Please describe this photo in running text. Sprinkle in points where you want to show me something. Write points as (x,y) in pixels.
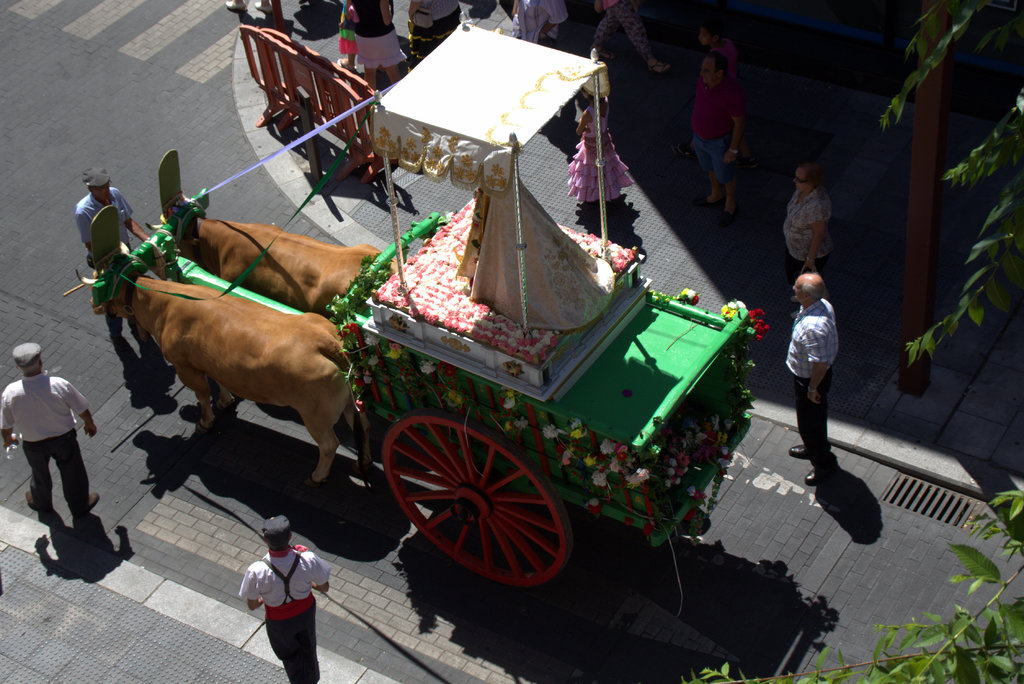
In the picture I can see the top view in which we can see the animal cart (322,473) which is moving on the road (405,578). Here we can see these people (18,410) are standing on the road (24,271), we can see trees (908,367), road barriers (286,69), these people (805,170) walking on the sidewalk (864,146) and this part of the image is dark.
